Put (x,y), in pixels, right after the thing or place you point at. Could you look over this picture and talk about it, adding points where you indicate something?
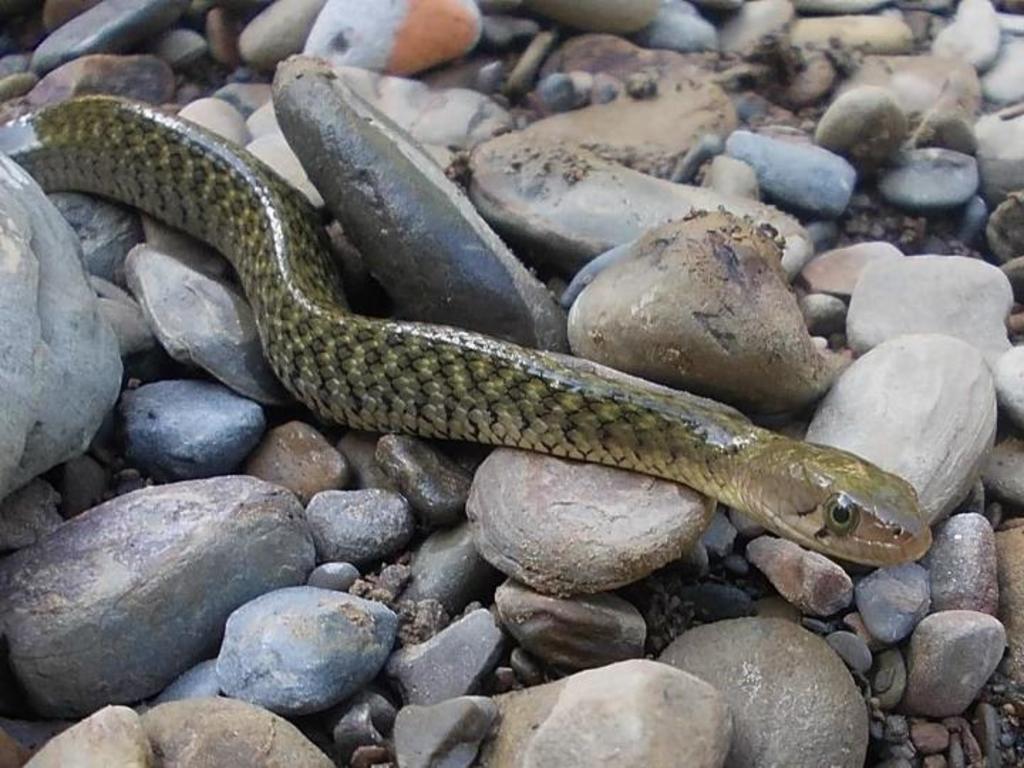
In this image we can see a snake (313,349) on the stones (479,211).
